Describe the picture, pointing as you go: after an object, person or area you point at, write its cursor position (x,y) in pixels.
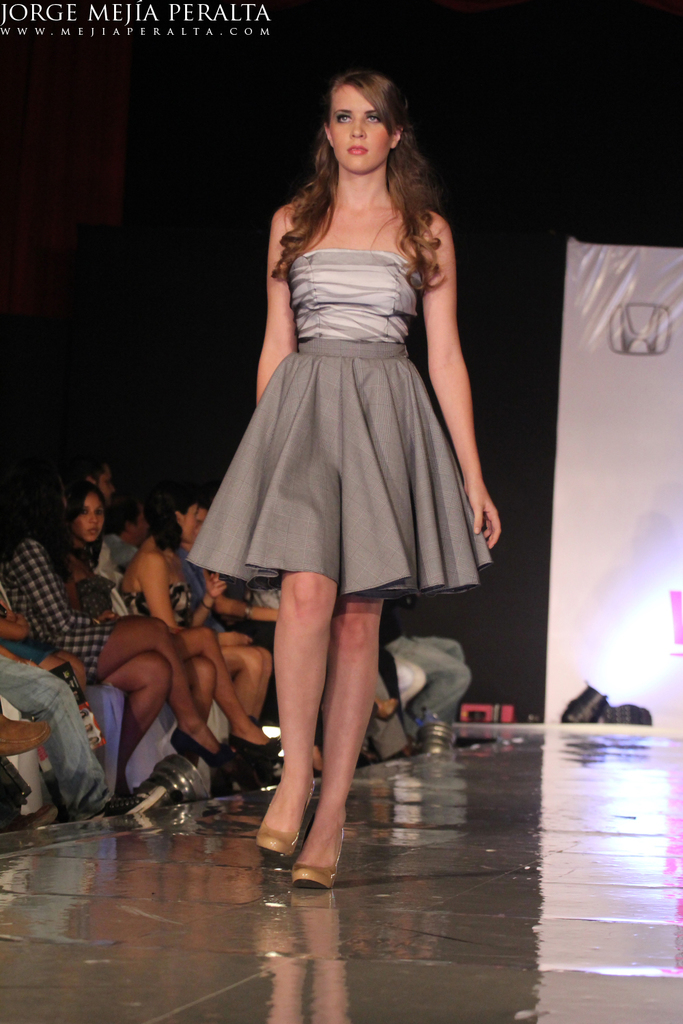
This image consists of a woman (405,135). She is walking. She is wearing a grey color frock (301,479). There are some persons (163,597) sitting on the left side (84,680). There is a banner (587,442) on the right side (555,600).
